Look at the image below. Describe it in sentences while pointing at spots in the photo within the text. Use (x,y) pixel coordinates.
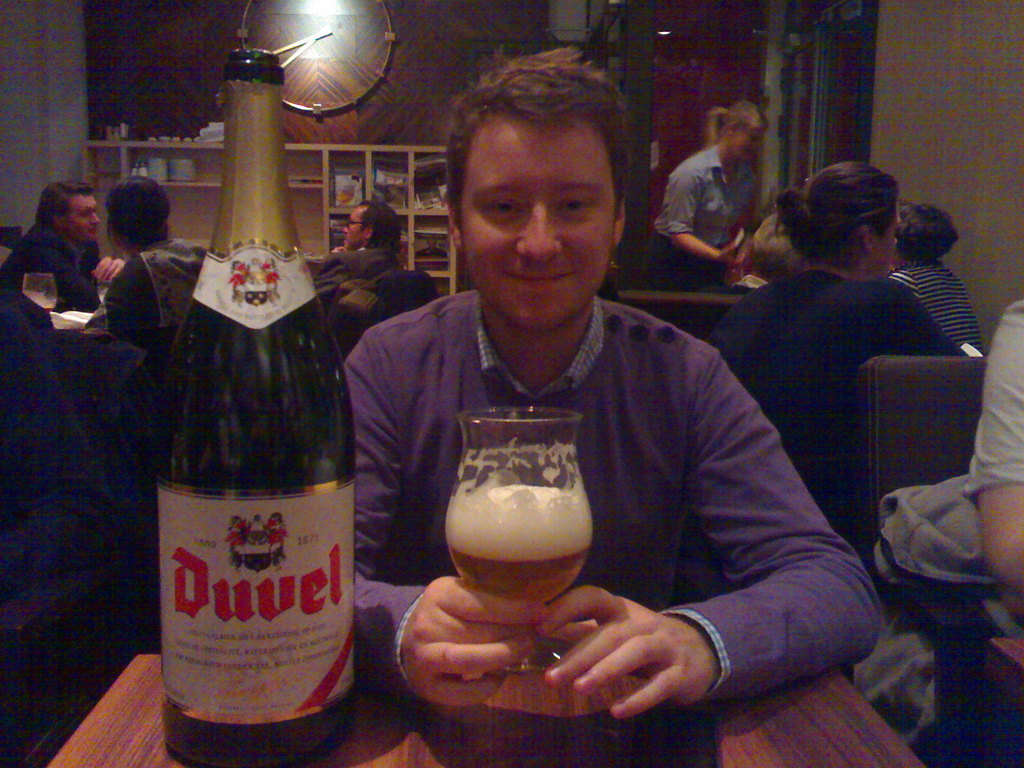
The picture is of inside the room (935,492). In the center (664,503) there is a man (622,388) sitting on the chair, holding a glass of drink (536,550) and smiling. There is a table (716,733) on the top of which a bottle (294,328) is placed. On the right (1004,433) there is a man (1023,403) sitting on the chair (935,422). In the background (869,181) we can see the group of people (786,252) sitting on the chairs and there is a woman (710,180) wearing blue color shirt (724,186) and standing. We can see a wall clock (359,56) and a cabinet (328,149) containing books (441,263) and some other items (187,167) in it.
